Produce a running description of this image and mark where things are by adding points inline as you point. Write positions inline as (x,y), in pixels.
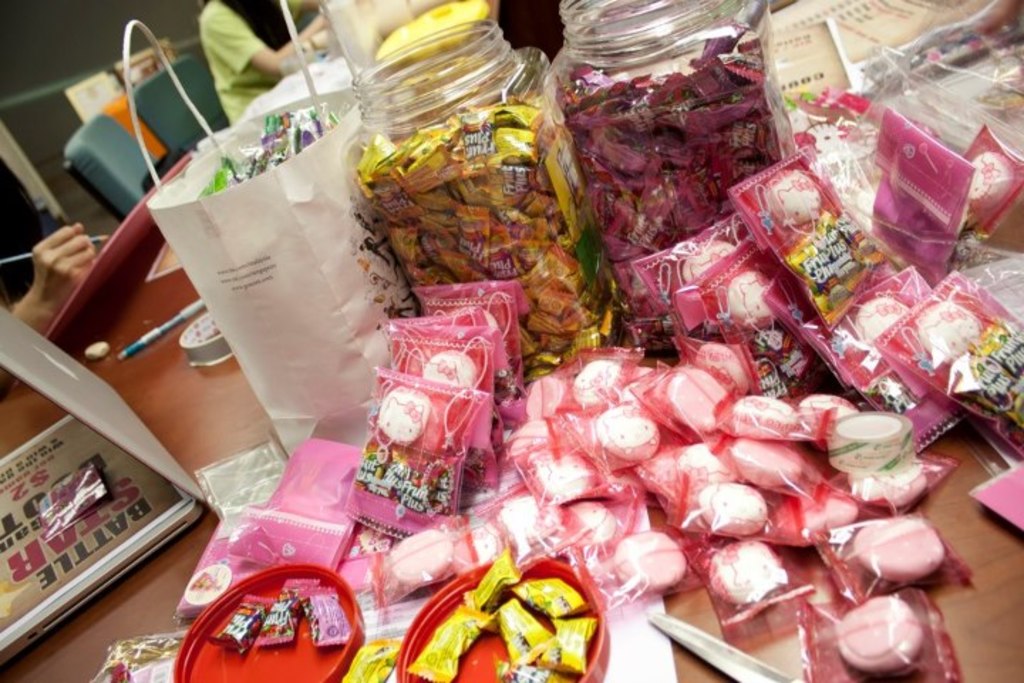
In this image there are chocolates (774,480) wrapped in covers (439,268), packets (422,301), there are in a bag (347,97), glass jars (399,236) and on the lids (200,663) of the jars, scissor (741,656), laptop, pen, tape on the table (968,647), and in the background (175,120) there are chairs (153,102), a person (266,29) sitting on the chair (171,134).
